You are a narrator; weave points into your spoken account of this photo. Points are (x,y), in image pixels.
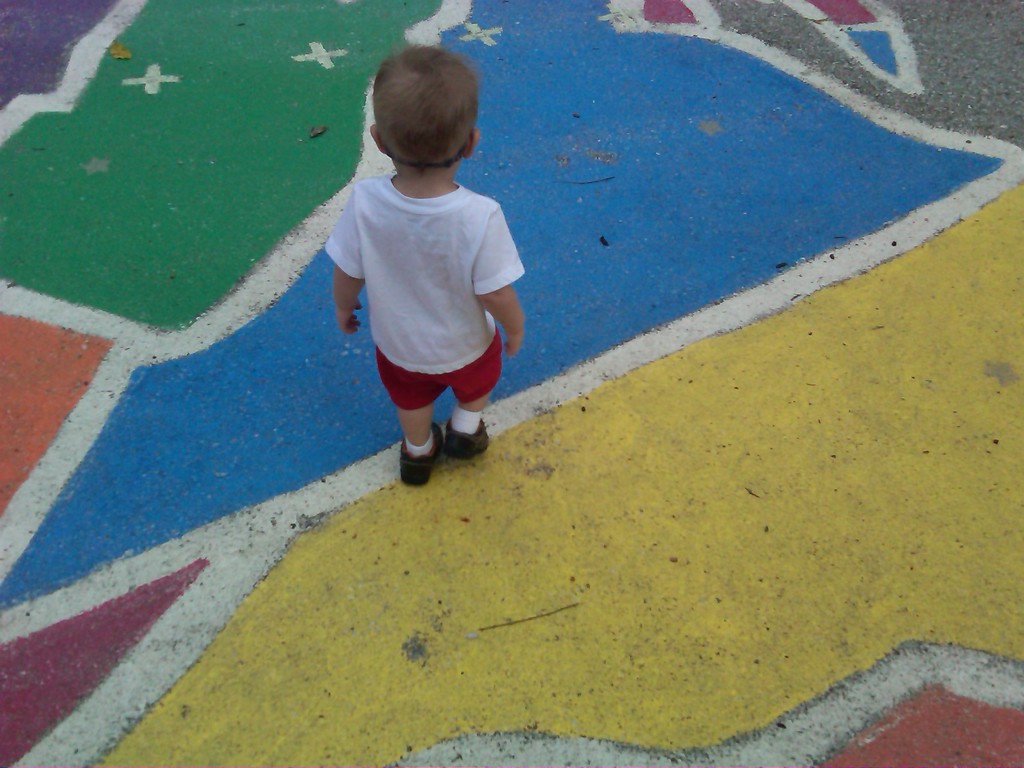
There is one kid (508,318) standing on a colorful surface (781,333) as we can see in the middle of this image (579,283).
